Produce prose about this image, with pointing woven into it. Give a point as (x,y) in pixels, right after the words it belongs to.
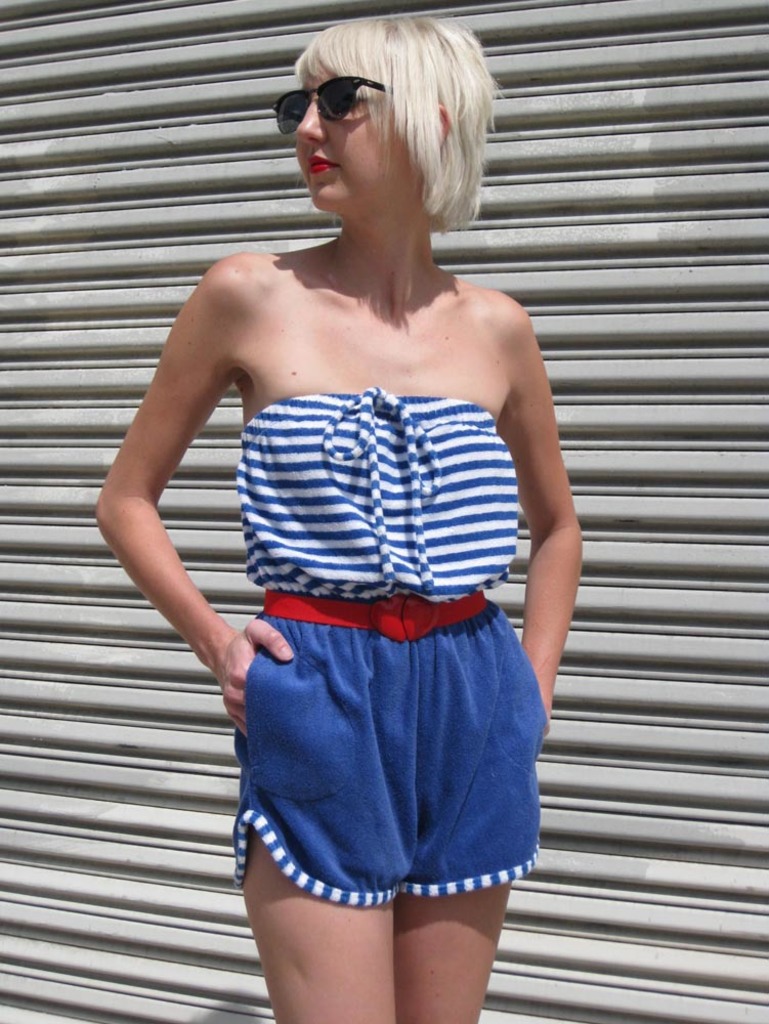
In this image, we can see a person (338,248) wearing spectacles (348,107) is standing. In the background (608,134), we can see the shutter (559,318).
